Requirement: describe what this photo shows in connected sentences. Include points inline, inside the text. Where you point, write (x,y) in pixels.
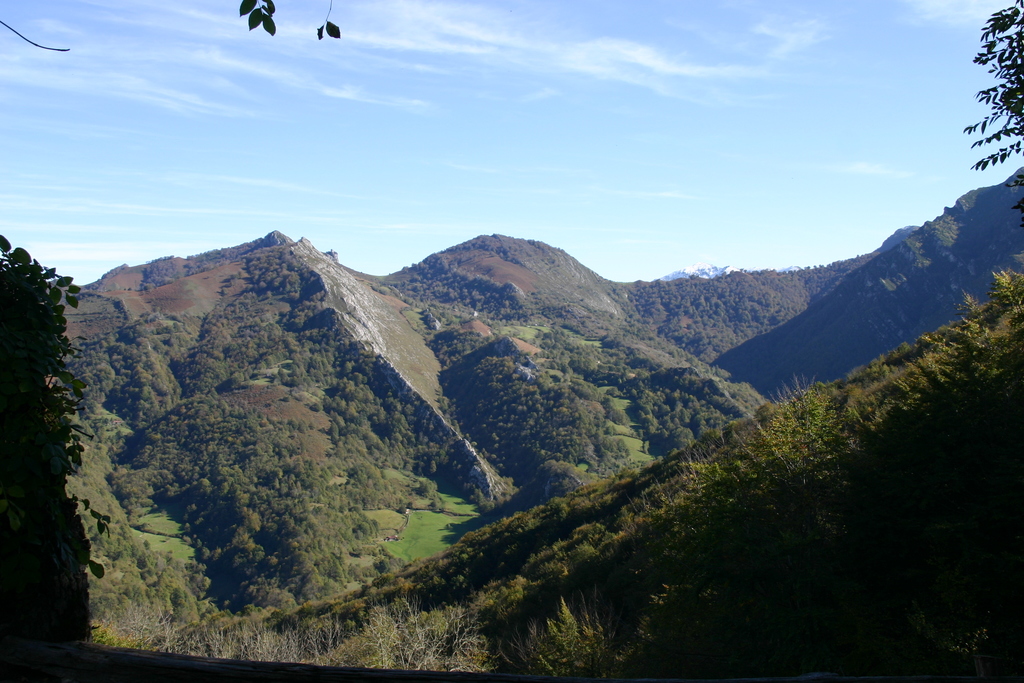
In this image, we can see hills (642,400) and trees (20,313) and at the top (475,110), there is sky (470,102).
